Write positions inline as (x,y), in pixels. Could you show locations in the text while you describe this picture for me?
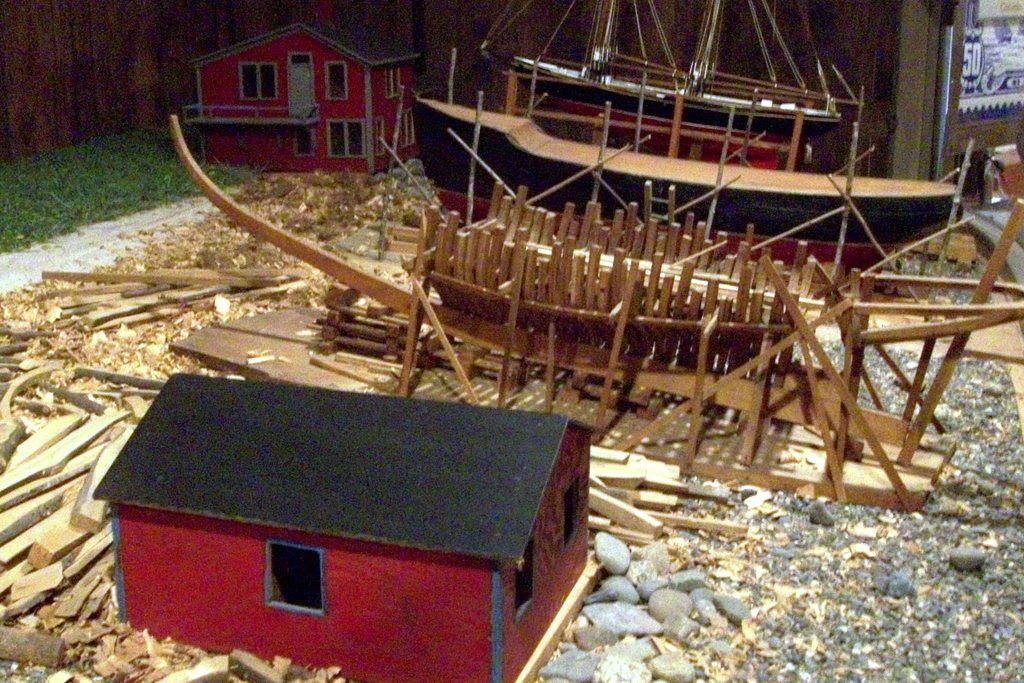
In this image we can see some toy houses (411,553) and boats (668,94) with cables (696,54) are placed on the surface (97,343). On the left side of the image (17,490) we can see some wood pieces (97,343) and on the right side (697,597) stones (673,635) placed on the ground (756,577). In the background (992,42), we can see a poster (993,58) with some numbers (978,61) and text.
